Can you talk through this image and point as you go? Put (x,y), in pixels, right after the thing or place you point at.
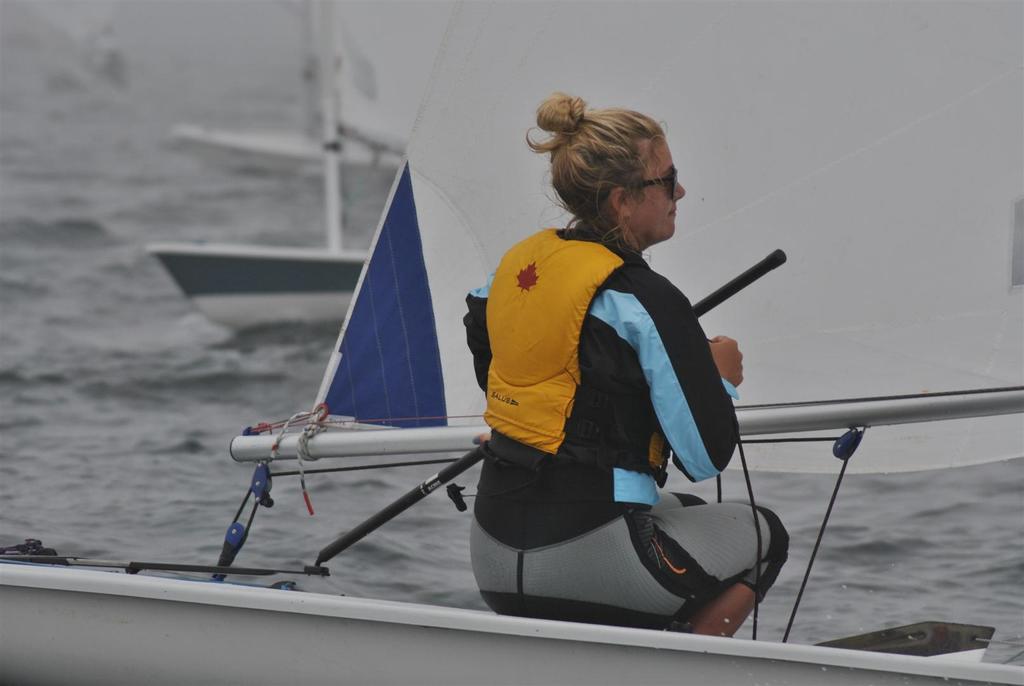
In this image I can see a woman (603,394) wearing yellow, grey, black and blue colored dress (607,412) is sitting on a boat (524,617). In the background (6,474) I can see the water (146,501) and few other boats (224,133).
